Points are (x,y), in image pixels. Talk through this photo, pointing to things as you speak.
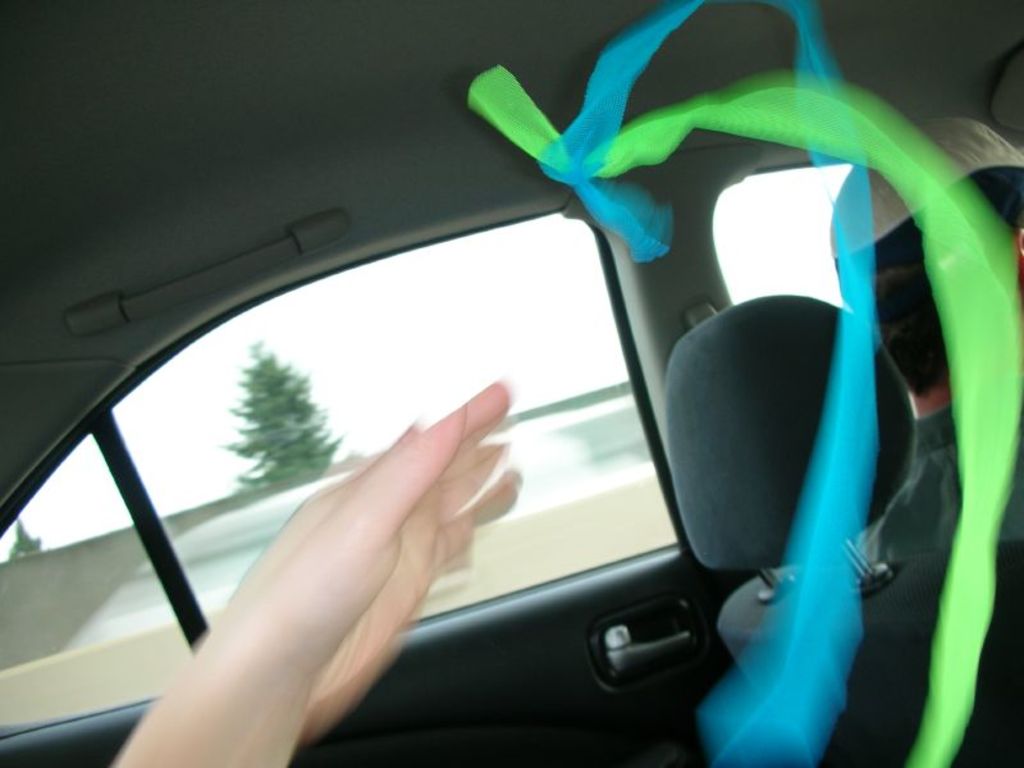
This picture is taken in the car (807,410). In this image, on the left side (323,518), we can see the hand (369,567) of a person (374,579). On the right side (900,294), we can also see a person (958,154) sitting. In the middle of the image (610,333), we can see a glass window (231,521), outside of the glass window (203,436), we can see some trees (280,386) and a sky (545,305).
